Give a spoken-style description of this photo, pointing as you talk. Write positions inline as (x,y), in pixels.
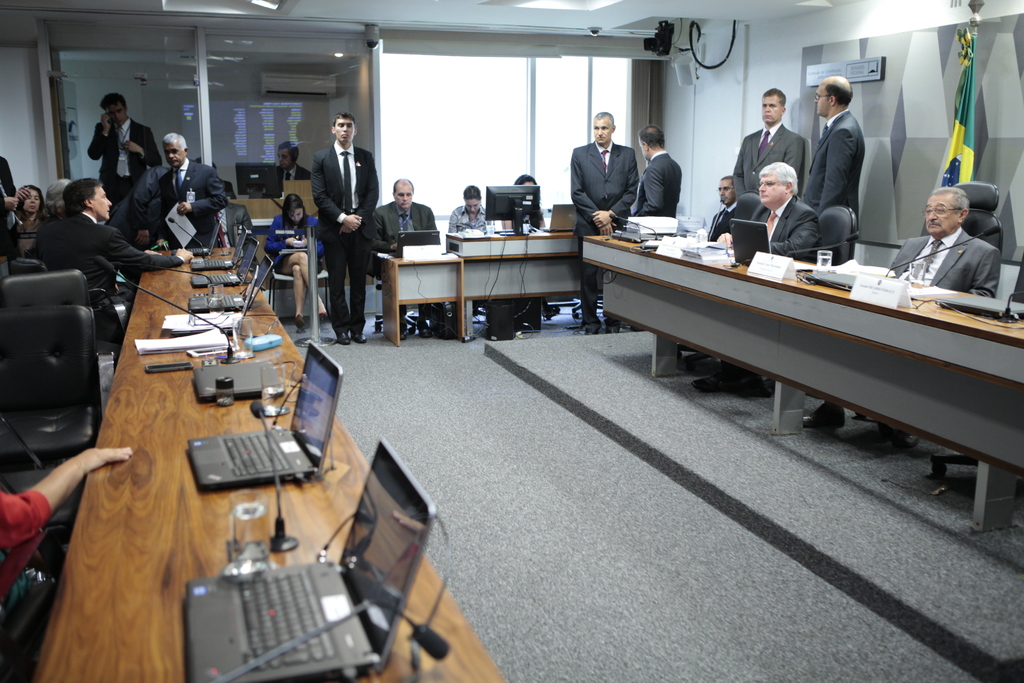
This image is clicked inside the hall (436,317). In this image we can see there is a table (164,493) on the left side (206,532). On the table (216,511) there are laptops (251,441), mics (231,352), books (199,344), mobiles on it. In the middle (595,235) there are few people (344,179) standing on the floor (493,360). At the top (556,30) there is ceiling (549,30) with the lights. On the right side (958,137) there is a flag (970,122) near the wall (989,89). In the background (271,87) there is an air conditioner (294,90). There are so many people (622,185) in this hall (418,167) who are working. While some people (764,158) are standing on the right side (776,142).
